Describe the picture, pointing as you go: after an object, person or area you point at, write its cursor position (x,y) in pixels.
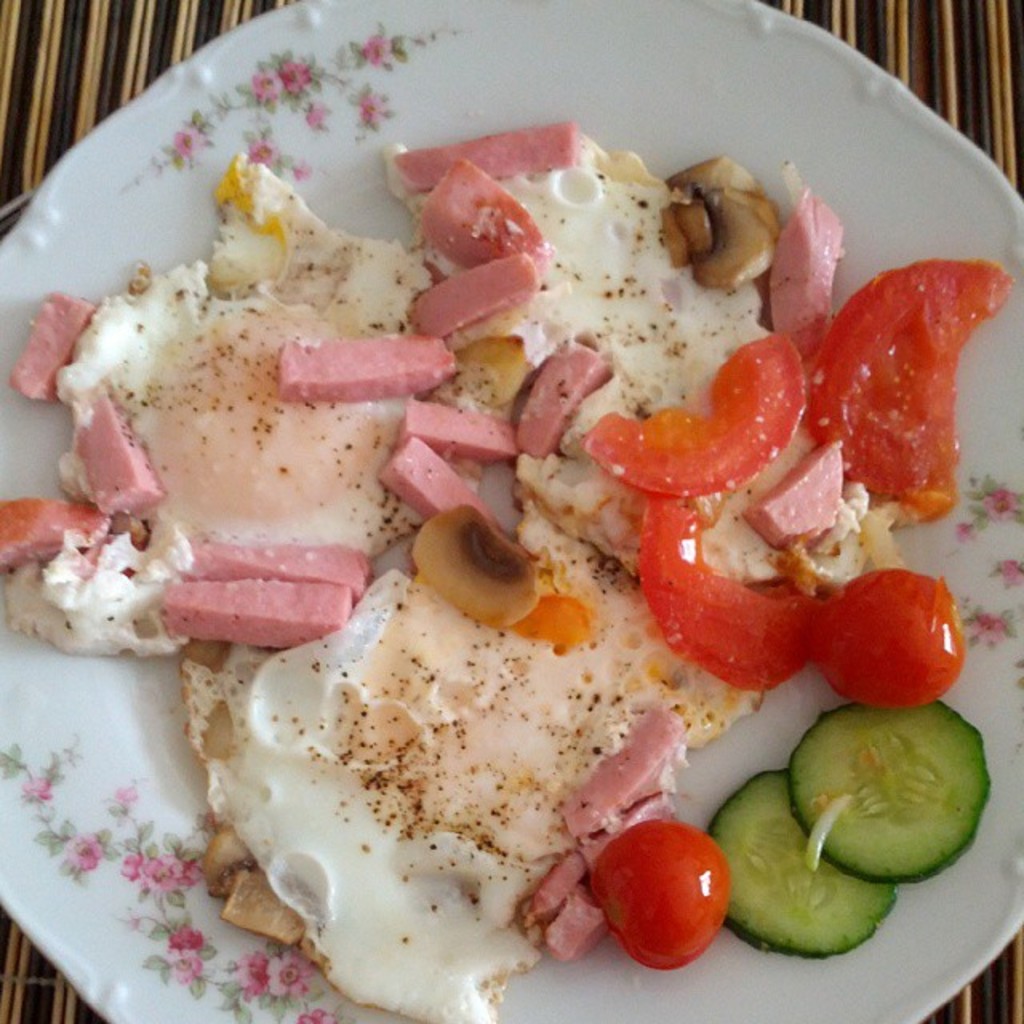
In this image, we can see there are vegetable pieces (863,468) and other food items (251,176) arranged on a white color plate (153,142). This white color plate (545,38) is placed on another surface (125,89).
